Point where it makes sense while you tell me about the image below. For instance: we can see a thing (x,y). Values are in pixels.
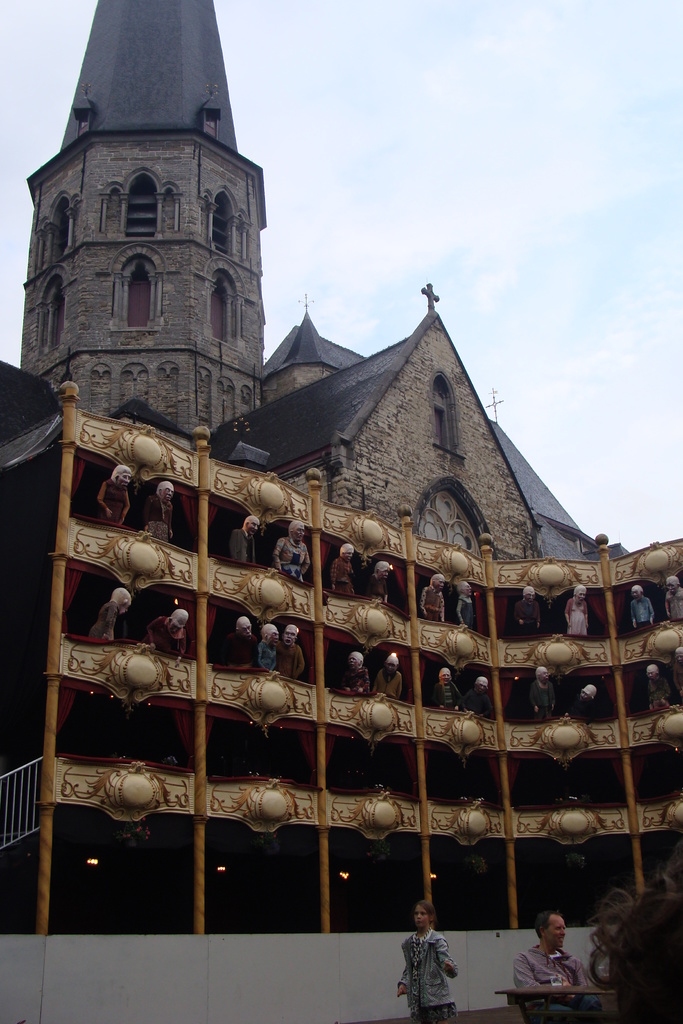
In this image there is a building (263,761). There are sculptures (534,704) on the wall (263,591) of the building (317,586). There is a cross (427,293) on the top of the building (257,610). At the top (423,100) there is the sky (475,147). At the bottom (538,972) there are two people (521,986).
